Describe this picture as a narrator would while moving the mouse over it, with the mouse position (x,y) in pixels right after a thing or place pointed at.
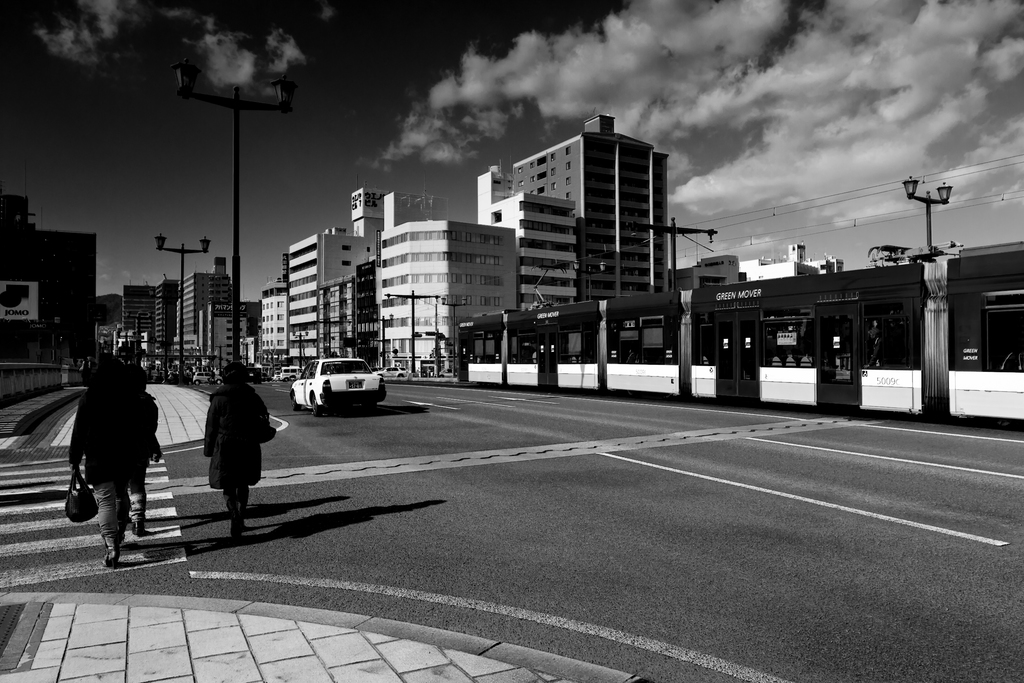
In this image I can see few roads (448,487) and on it I can see number of lines (153,560), few people (245,452) and few vehicles (320,377). In the background (205,239) I can see number of poles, street lights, number of buildings (396,253), clouds (819,203) and the sky (452,141). On the right side of the image (873,296) I can see a tram (825,313), few wires (860,218) and I can also see this image is black and white in color.
